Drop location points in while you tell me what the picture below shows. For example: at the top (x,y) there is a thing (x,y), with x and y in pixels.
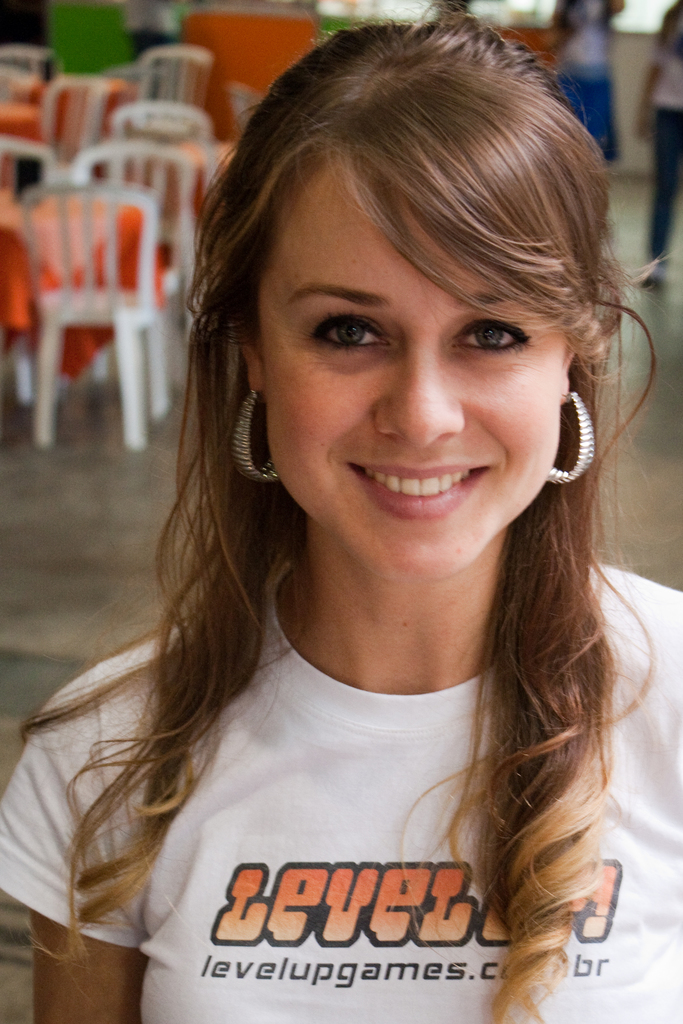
In the image I can see a lady (292,399) and behind there are some chairs (191,142) and tables (50,226).
